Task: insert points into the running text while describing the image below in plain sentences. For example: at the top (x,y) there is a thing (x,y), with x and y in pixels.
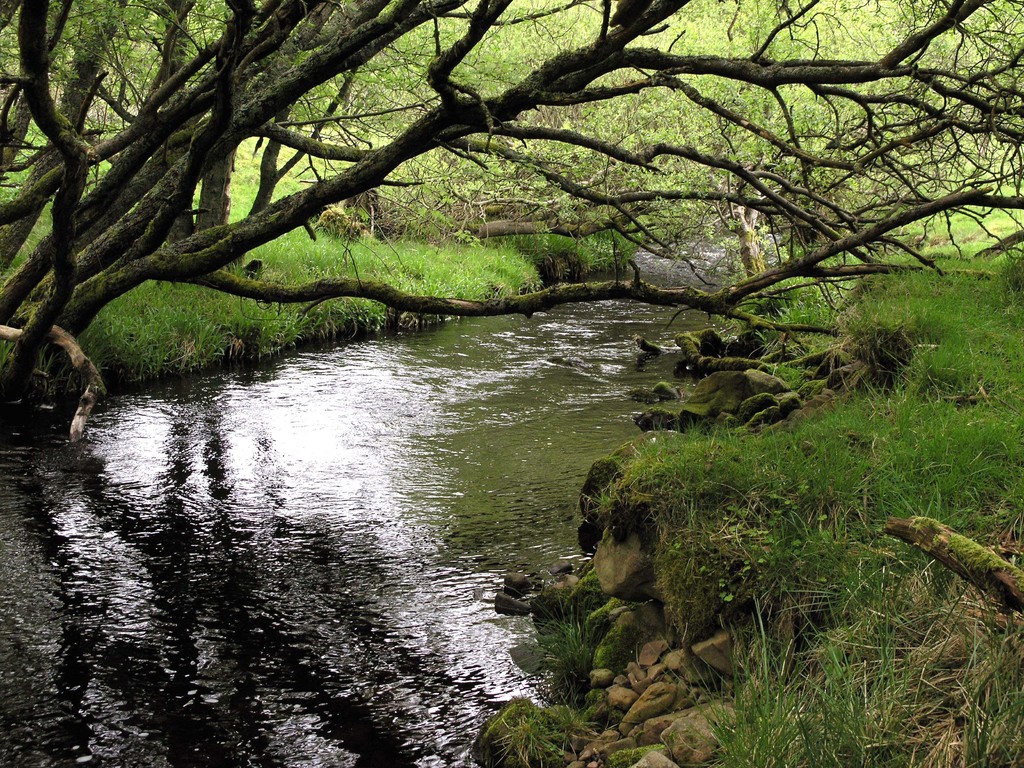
In this image there are trees (514,219) and grass (970,413), in the middle of the trees (729,285) there is a stream (468,461).
